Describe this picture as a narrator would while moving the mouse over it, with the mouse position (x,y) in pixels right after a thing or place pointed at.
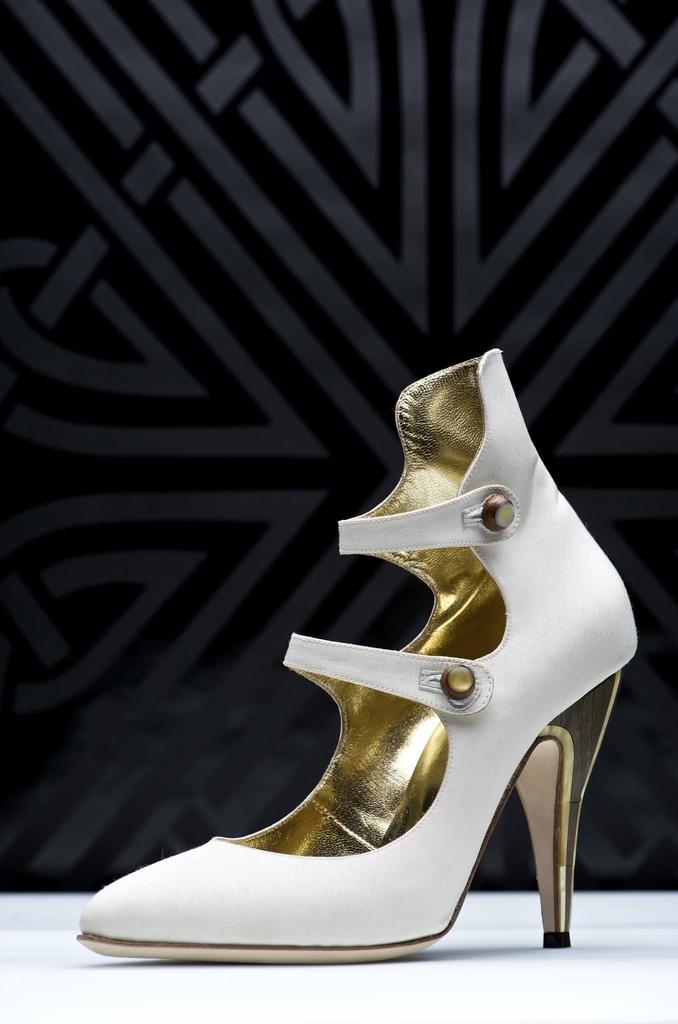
In this image I can see white colour surface (490,994) and on it I can see a white and golden colour heel (363,784).
